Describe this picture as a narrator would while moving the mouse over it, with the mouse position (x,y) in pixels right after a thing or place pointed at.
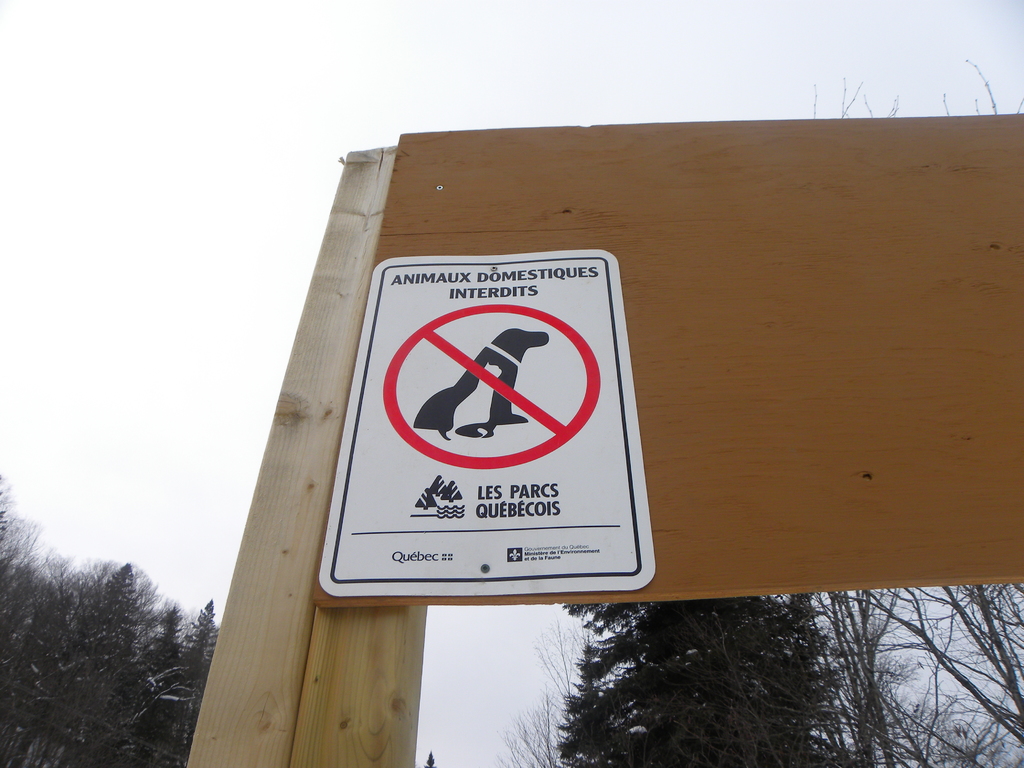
In this image there is the sky (326,78) towards the top of the image (290,83), there are trees (86,695) towards the bottom of the image (111,680), there is a board (800,286), there is a paper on the board (644,293), there is text (414,277) on the paper (489,378).
